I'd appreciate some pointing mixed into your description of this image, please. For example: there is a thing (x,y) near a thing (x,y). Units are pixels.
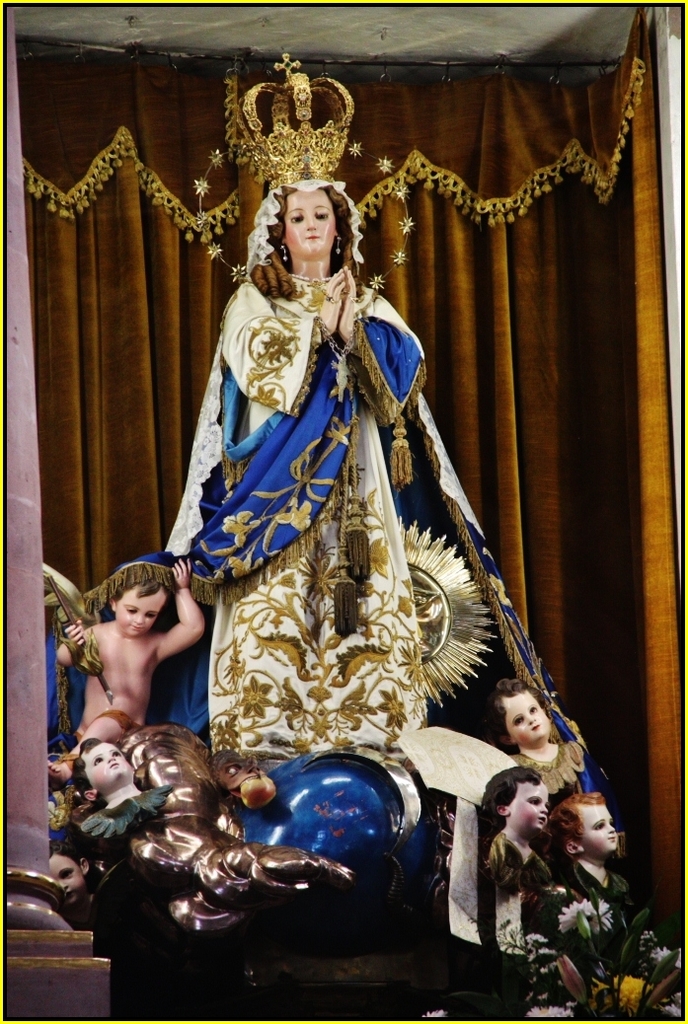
In this picture, we can see some idols (535,865), and in the background (479,289) we can see curtain (478,463), we can see the roof (356,25).
